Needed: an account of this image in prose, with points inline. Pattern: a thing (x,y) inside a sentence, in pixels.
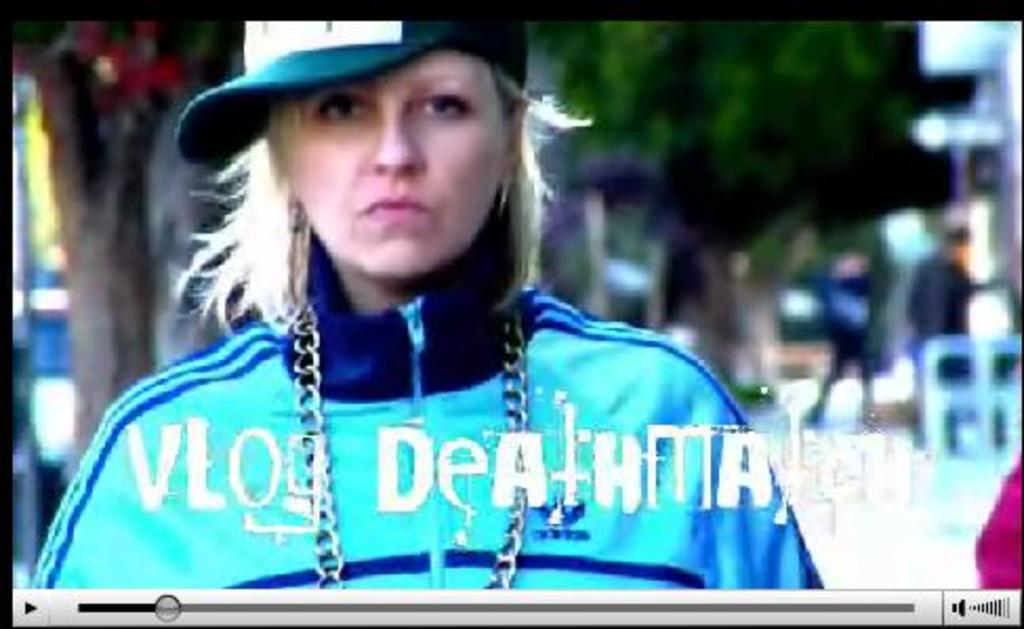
We can see screen (214,162), in this screen (299,161) there is a woman (423,130) wore cap (367,49) and background (775,63) it is blurry.
